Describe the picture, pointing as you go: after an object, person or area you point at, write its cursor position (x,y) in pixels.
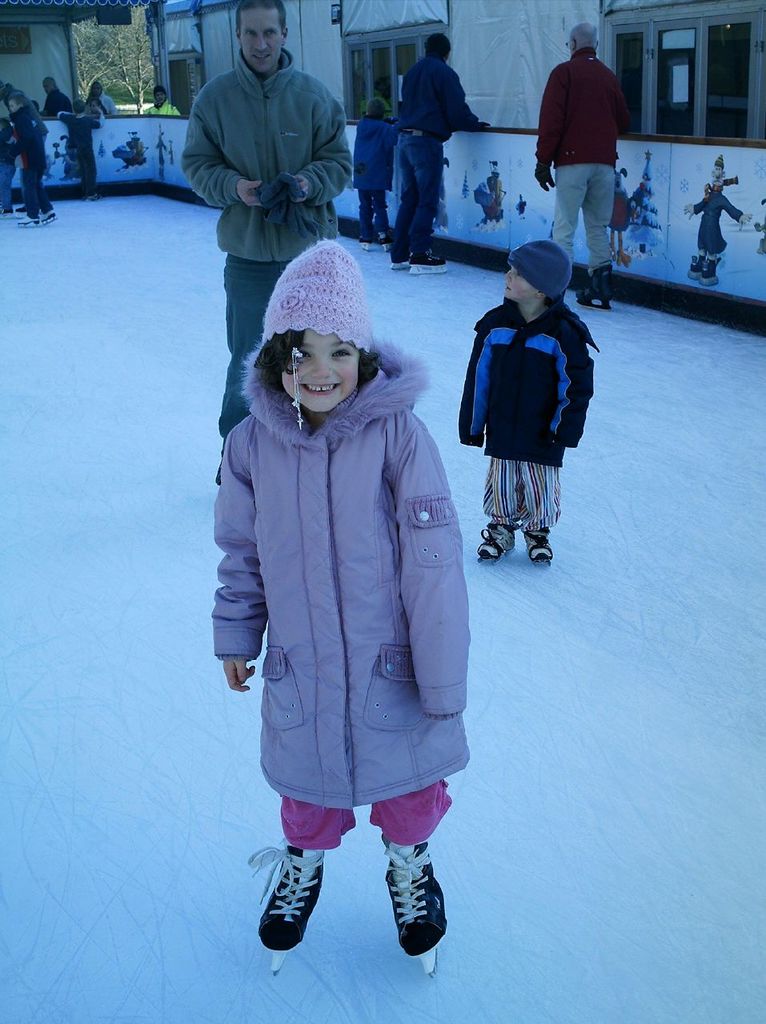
There is a girl (375,575) standing on the snow surface (457,490) in the foreground area of the image (384,478), there are people (546,289), windows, boundary (742,319), it seems like a house (219,56) and trees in the background (176,56).
